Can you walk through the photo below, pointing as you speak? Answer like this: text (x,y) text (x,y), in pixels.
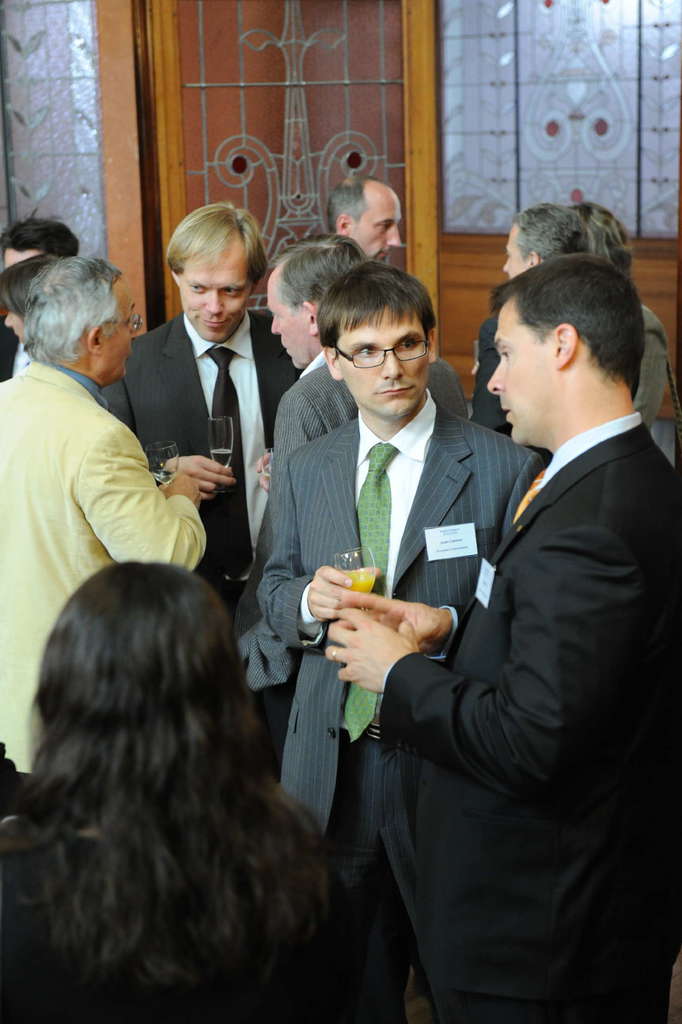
In this picture we observe several people (354,752) talking to each other and they are holding wine glasses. In the background (247,146) we observe a glass window (234,153).
